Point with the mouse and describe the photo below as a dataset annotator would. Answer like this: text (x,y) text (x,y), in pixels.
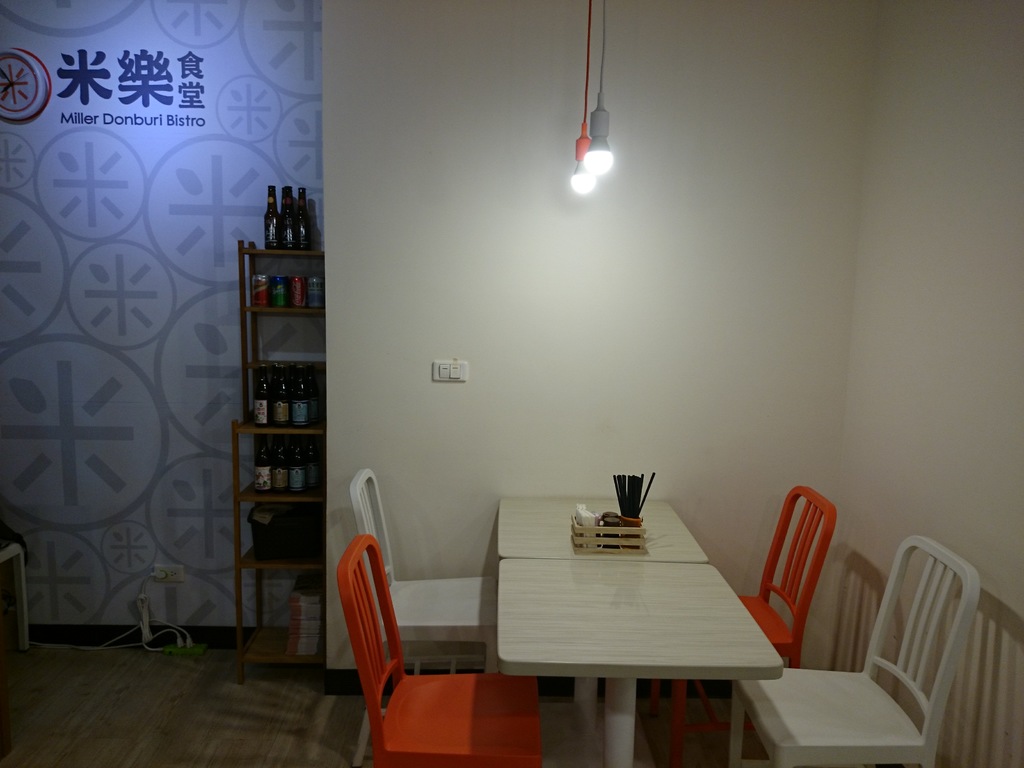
In the image we can see four chairs (456,679), two orange and two white in color. Here we can see table (562,596), on the table (596,579) there is an object (596,527). Here we can see shelf (251,281) and on the shelf (241,272) there are bottles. Here we can see light (580,180), switchboard (440,375), floor (294,740), cable wire (93,648), wall (72,572) and text (174,119).
